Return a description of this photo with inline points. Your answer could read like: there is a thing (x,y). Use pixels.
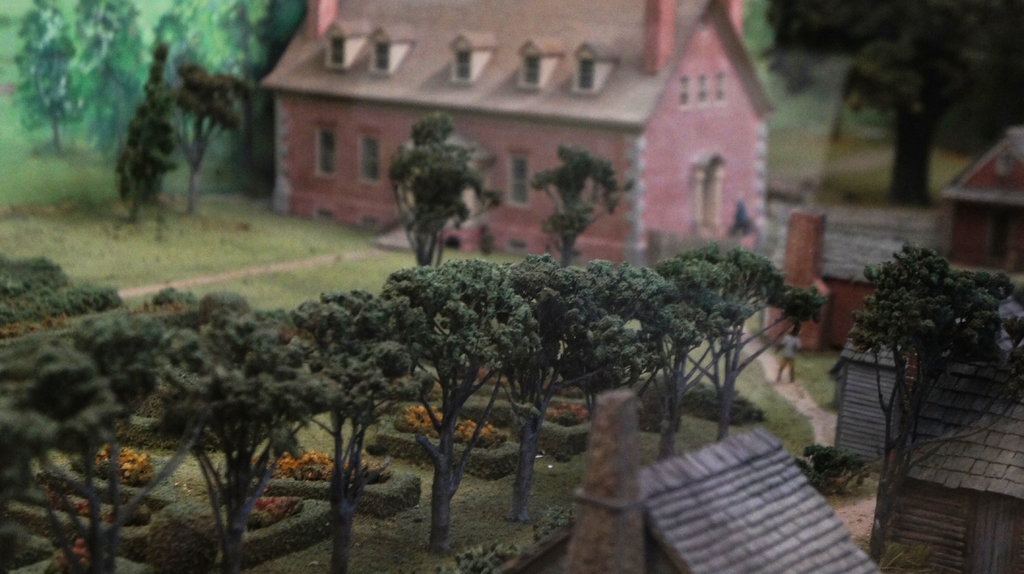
In this image we can see a house (515,131). In front of it so many trees (237,460) are present. Right side of the image (926,520) houses (792,529) are there and on road (792,369) one person (787,360) is standing.
